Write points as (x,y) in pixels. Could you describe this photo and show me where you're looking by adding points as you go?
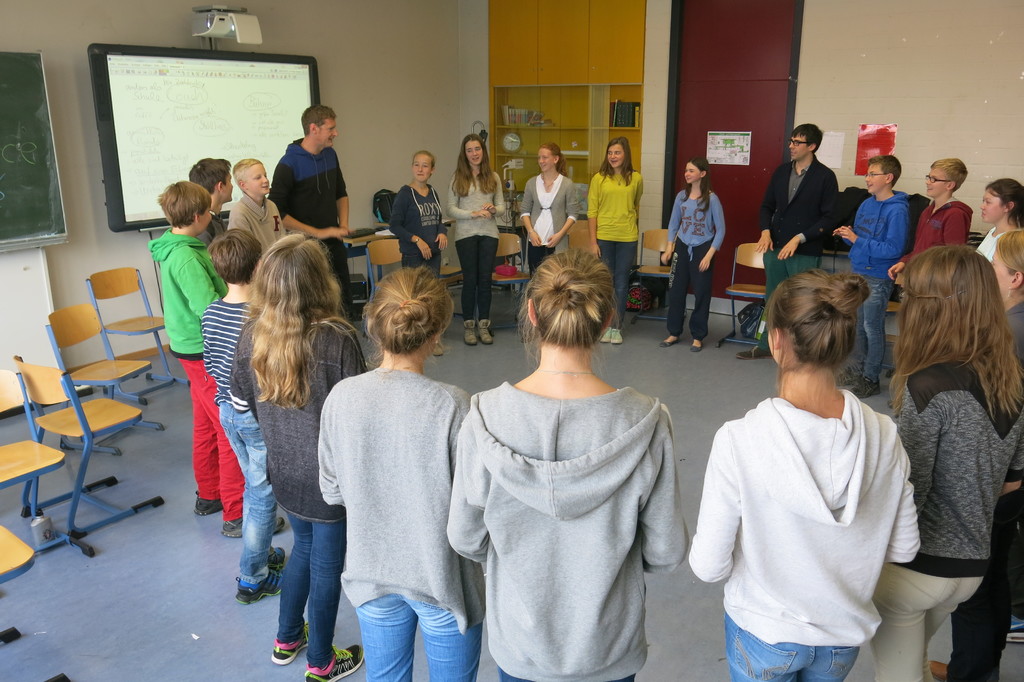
In this image we can see people (481,403) standing on the floor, projector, projector display (193,106), board (28,92), chairs (49,464), objects (536,116) in the cupboard (510,127), bags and pictures (837,157) pasted on the walls (650,119).
